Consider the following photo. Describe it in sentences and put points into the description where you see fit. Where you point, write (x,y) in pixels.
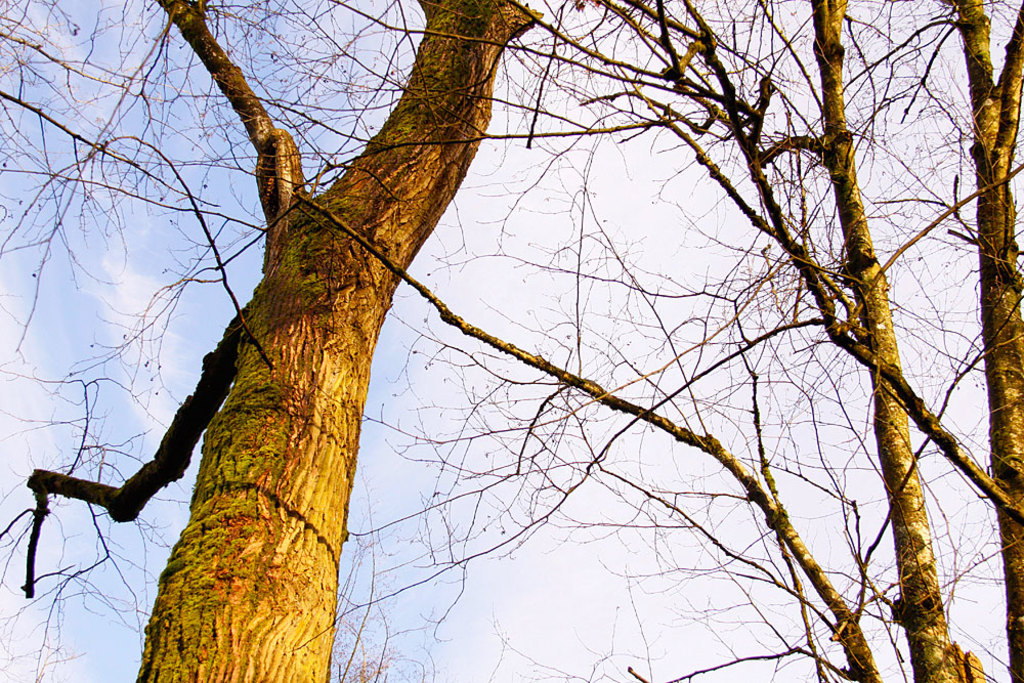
In this picture I can see there is a tree (324,207), it has branches (720,454) and twigs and the sky (373,62) is clear.
